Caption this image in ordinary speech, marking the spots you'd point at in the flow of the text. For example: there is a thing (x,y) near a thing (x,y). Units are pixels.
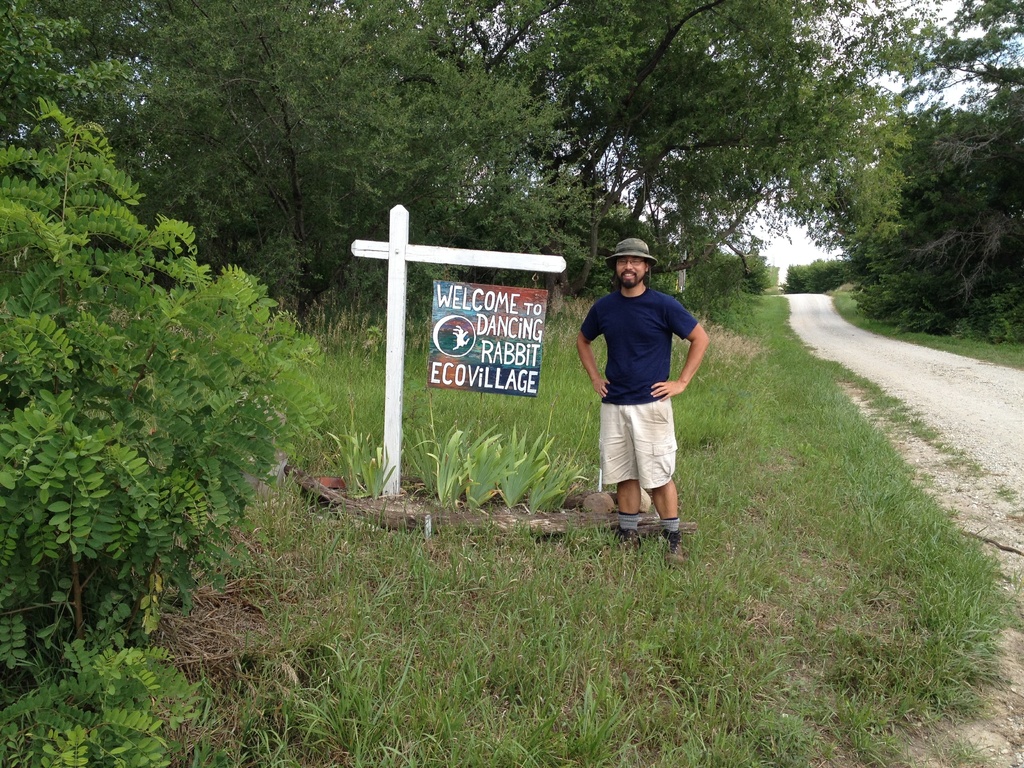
In this picture I can see a man (686,368) standing and he's wearing a cap (640,243) on his head (621,269). I can see few trees (559,141), plants (238,307) and a board (467,333) with some text (511,353) to the wooden pole (405,282). I can see grass (729,463) on the ground (733,350) and a cloudy sky (803,254).
